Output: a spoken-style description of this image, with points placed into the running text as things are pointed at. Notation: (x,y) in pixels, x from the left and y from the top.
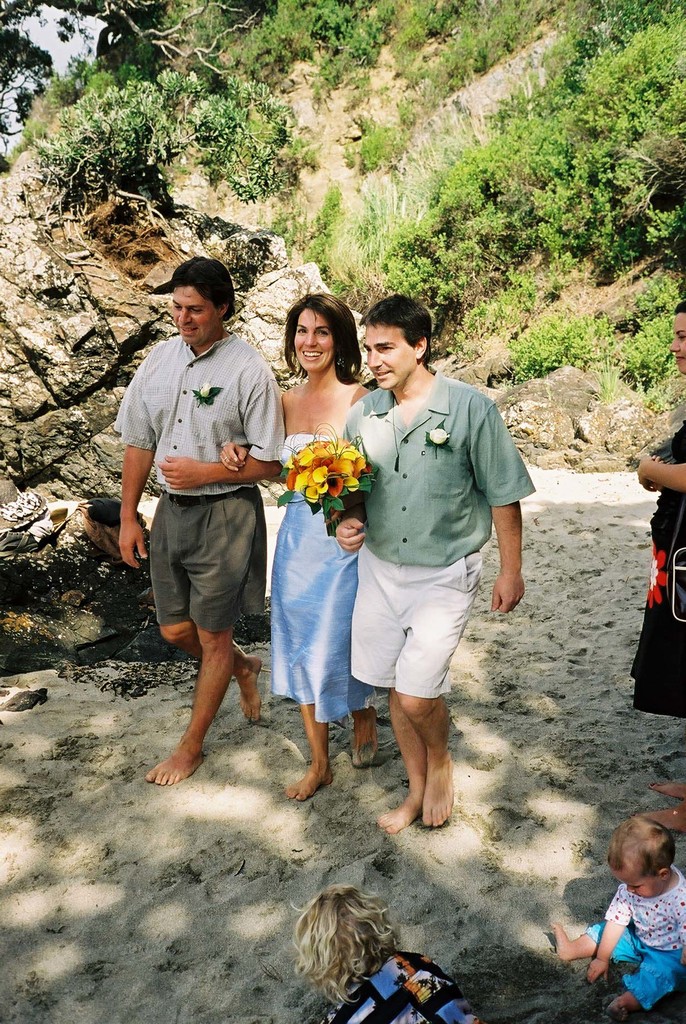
In the image three people (325,627) are walking on the sand (300,751) and the middle person (324,533) is holding flower bouquet (320,452) in hand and beside them a woman (650,581) is standing and beside the woman (657,568) two kids (363,959) were playing on the ground (503,952) with the sand (408,924) and behind the people (385,494) there is a mountain (276,88) with a lot of plants (445,145).
